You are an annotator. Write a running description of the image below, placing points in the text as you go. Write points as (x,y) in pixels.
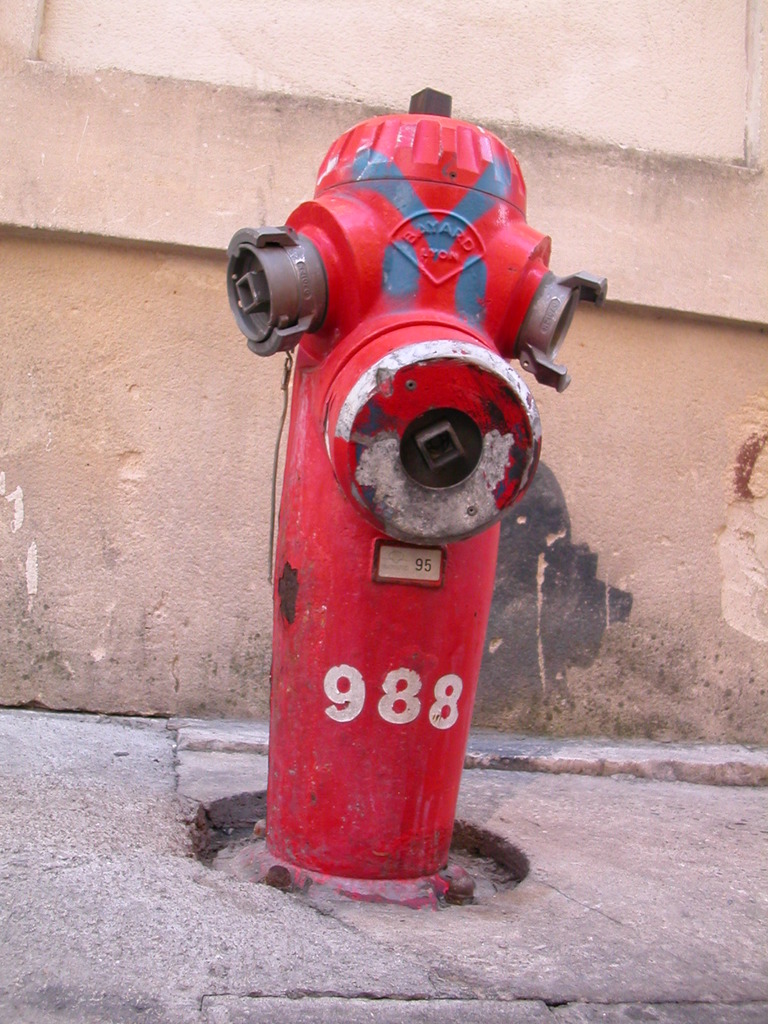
In this image I can see the red color fire hydrant (387,383) and there is a number 988 (335,673) is written on it. In the back (107,351) I can see the wall (106,250).
